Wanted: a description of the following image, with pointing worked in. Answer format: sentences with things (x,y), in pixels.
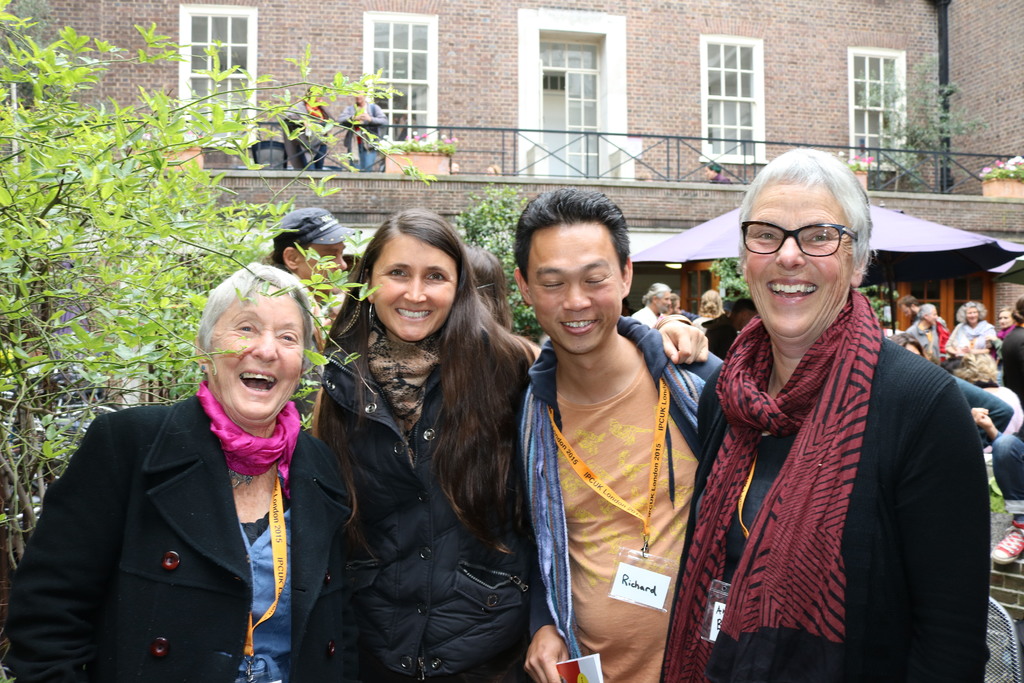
This picture is clicked outside. In the foreground (190,567) we can see the group of persons (427,315) smiling and standing on the ground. In the background (328,228) we can see the trees (67,281), tent (926,239), group of persons (961,333) and a building (677,61) and we can see the windows (408,60) and a door (579,62) of a building (569,83) and we can see the houseplants (438,150) and a deck rail (556,157).
